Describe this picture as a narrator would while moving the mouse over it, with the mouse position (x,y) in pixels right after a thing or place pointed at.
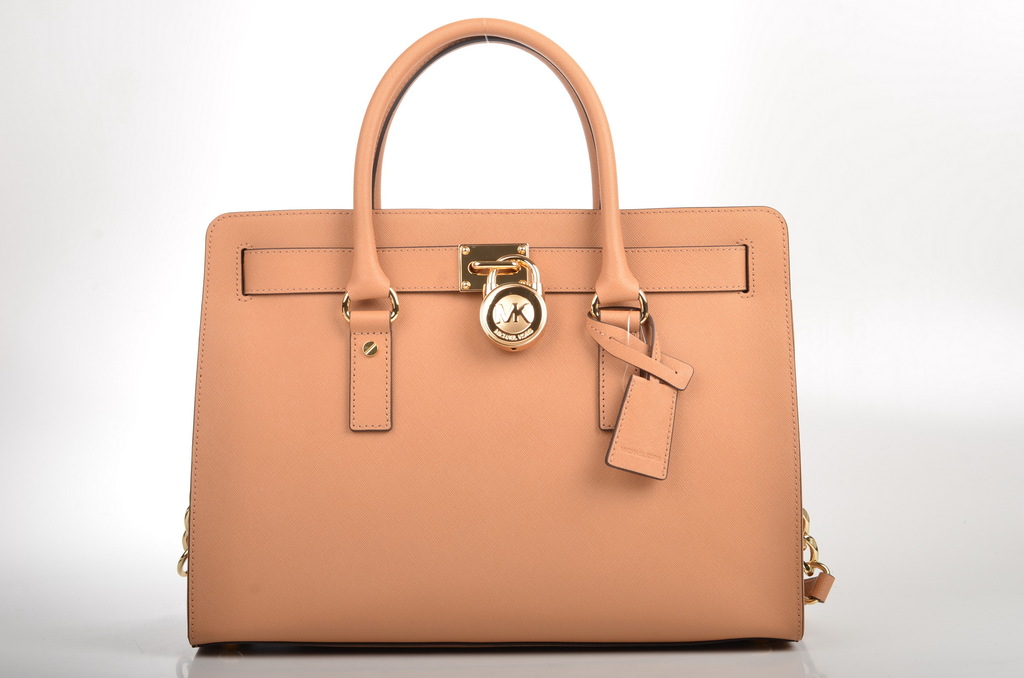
There is a beautiful brown bag (560,586) in this picture which is named as MK.
